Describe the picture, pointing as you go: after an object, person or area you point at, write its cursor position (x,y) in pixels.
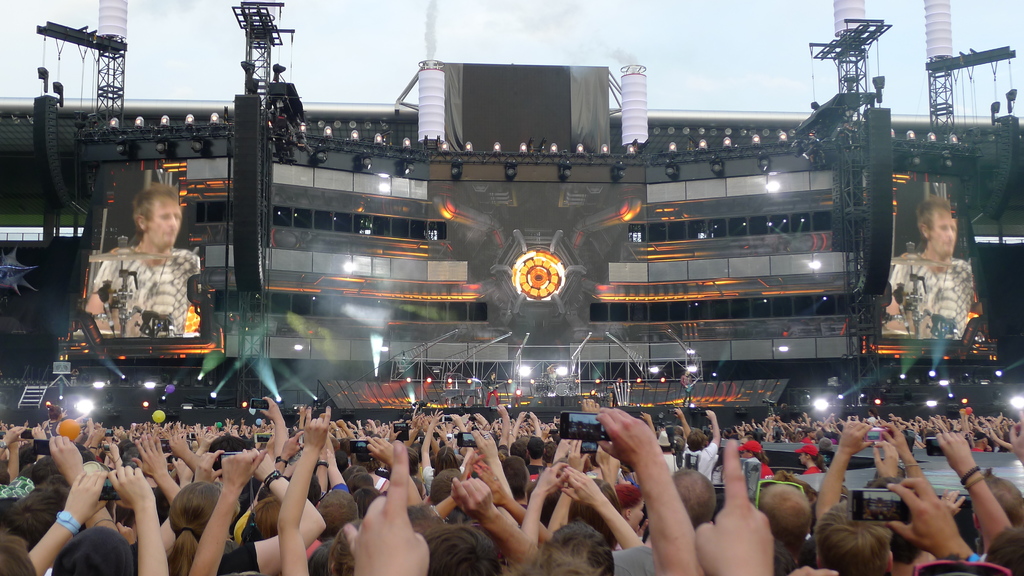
In this picture there are people (956,528), among them few people (962,550) holding gadgets (40,447) and we can see buildings (604,294), lights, screens (113,245), rods (977,63), smoke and objects (438,129). In the background of the image (510,31) we can see the sky (669,27).
